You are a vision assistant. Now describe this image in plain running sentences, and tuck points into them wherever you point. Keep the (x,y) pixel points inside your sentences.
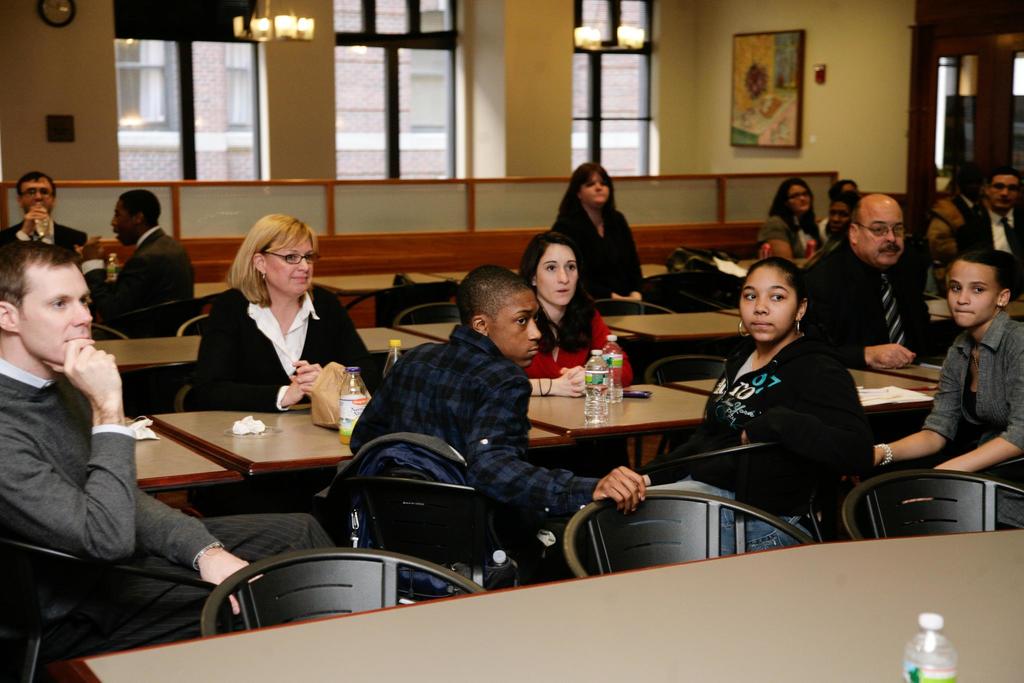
In this picture there are several people (349,318) sitting on the table (729,331) and looking at the one corner of the image.
